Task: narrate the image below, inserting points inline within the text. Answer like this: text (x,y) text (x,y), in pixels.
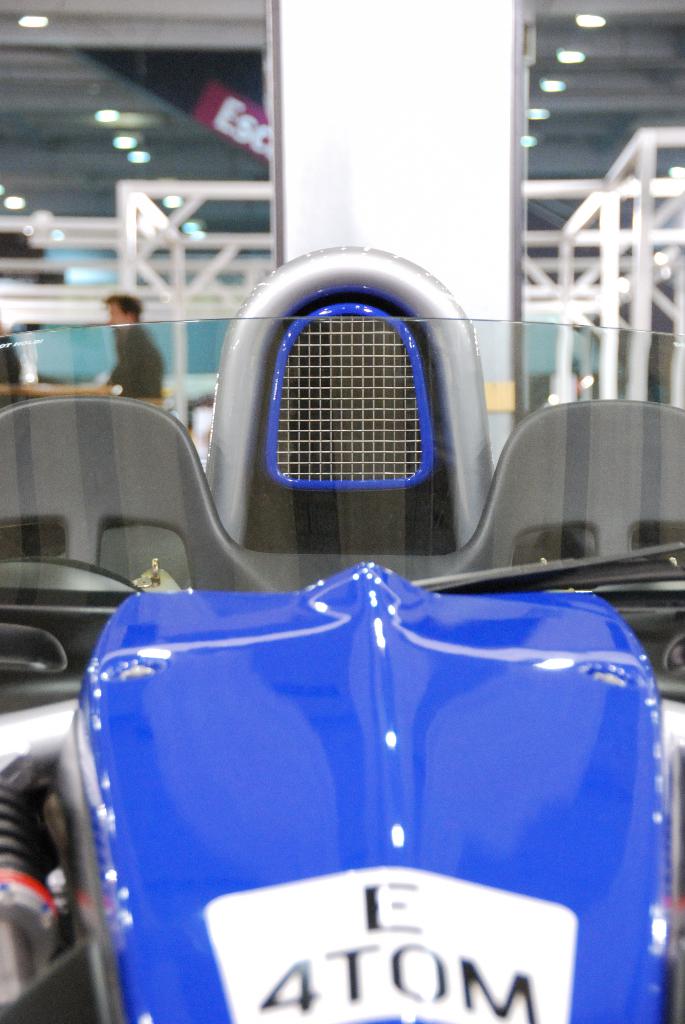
In this picture I can see the racing car (559,739). In the back (147,353) there is a man (112,323) who is standing near to the table (69,386). In the center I can see the pillar (383,242). In the background (646,319) I can see the blur image. At the top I can see the lights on the roof (622,59).
